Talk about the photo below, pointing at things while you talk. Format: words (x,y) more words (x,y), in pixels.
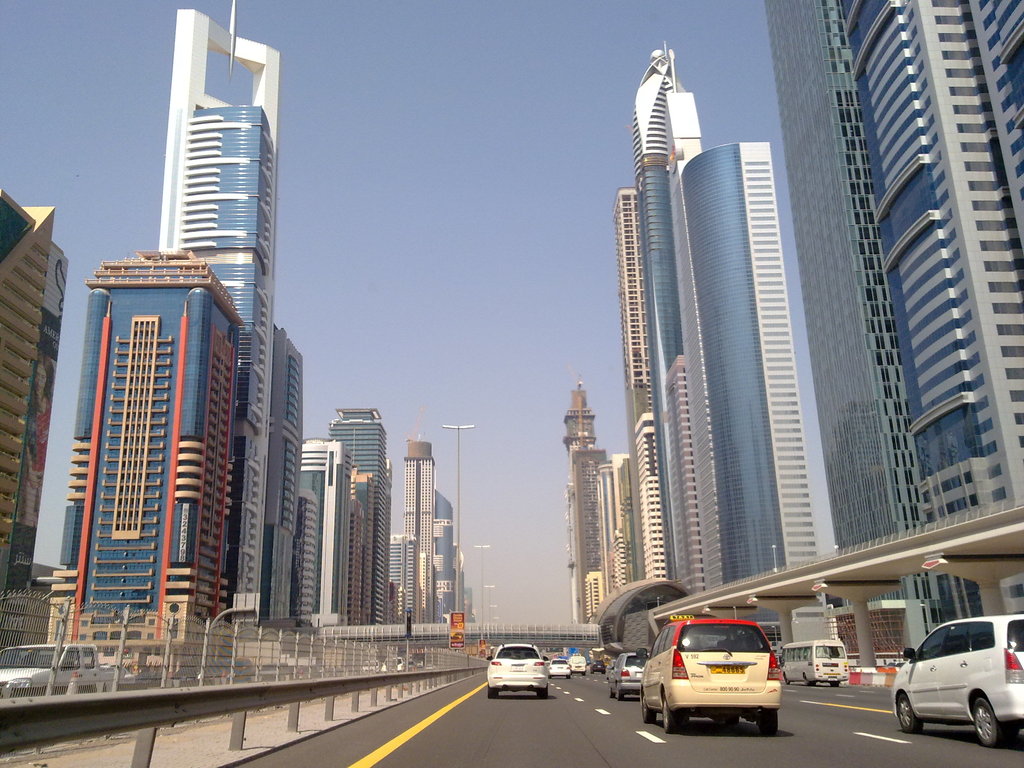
In the image we can see there are many tower buildings (788,469). In between the tower buildings (363,515) there is a road (510,733) and vehicles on the road (523,737). Here we can see a bridge (720,591), fence (275,632), light poles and pale blue sky (453,222). On the road (882,754) there are yellow and white lines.
